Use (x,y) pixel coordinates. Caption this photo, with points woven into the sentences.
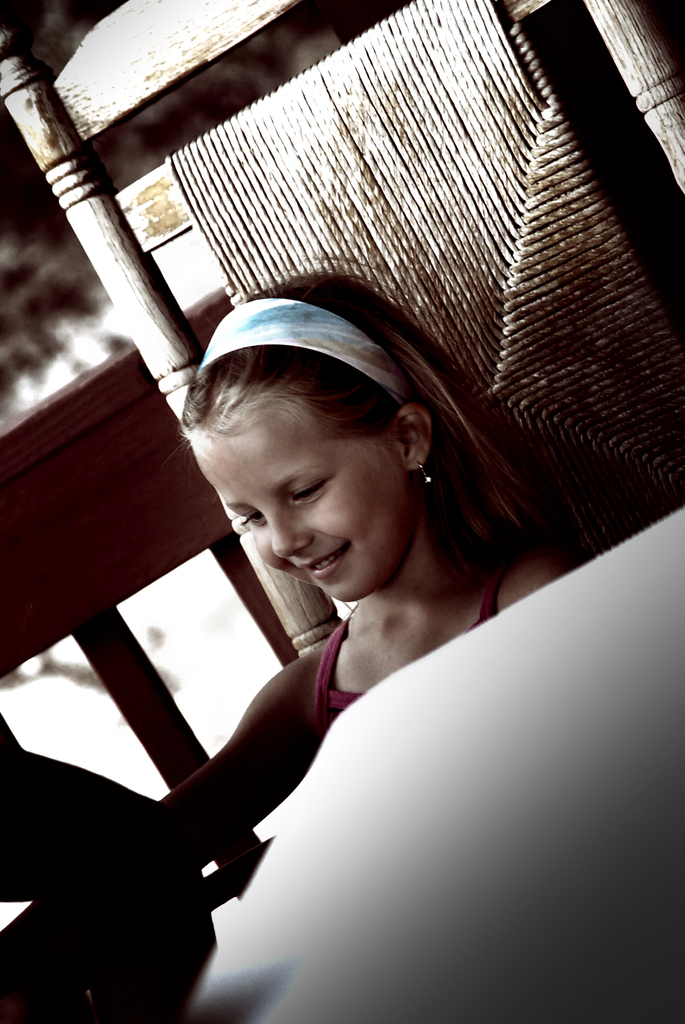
In this picture we can see a girl (228,742), she is seated and she is smiling.
